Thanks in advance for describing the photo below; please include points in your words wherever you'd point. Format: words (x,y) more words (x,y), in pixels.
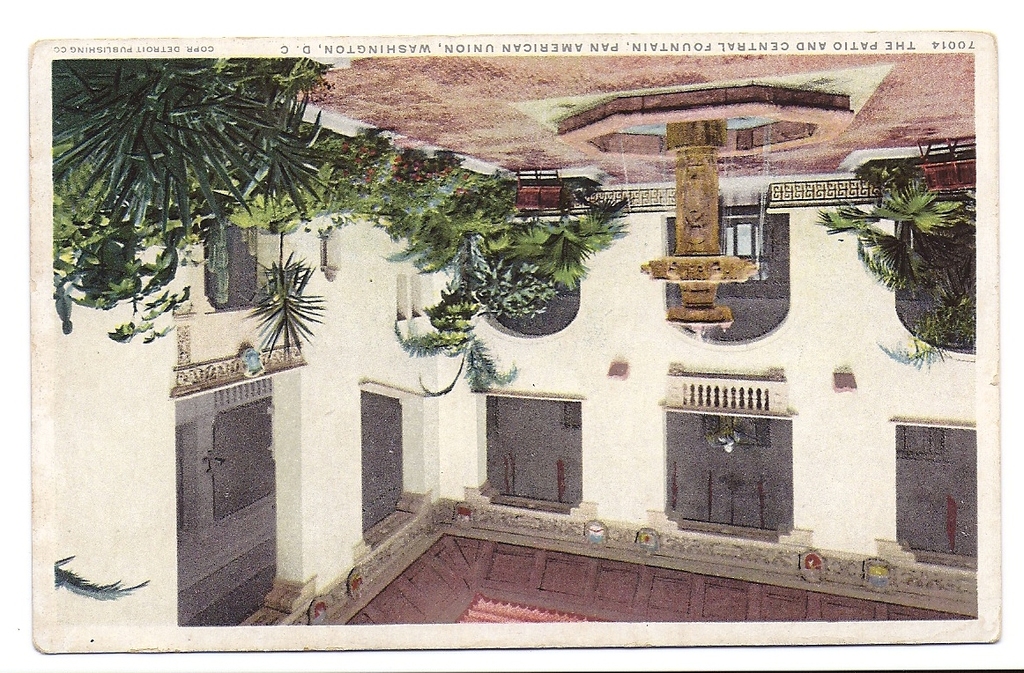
In this image I can see buildings (380,416), trees (61,69), fountain (666,276), house plants (548,250) and a fence (576,210). This image looks like a photo frame.
